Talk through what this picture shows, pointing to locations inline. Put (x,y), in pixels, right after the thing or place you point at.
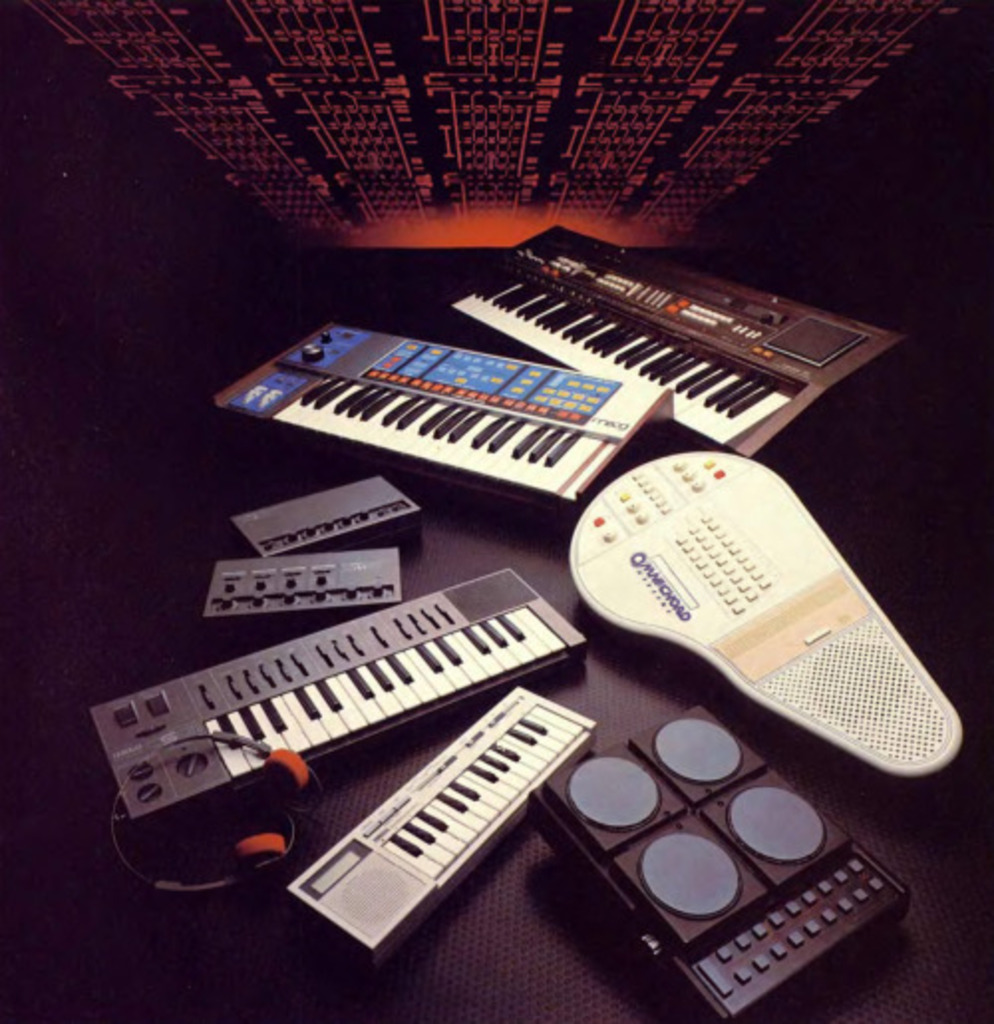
As we can see in the image there are musical keyboards (480,476), headset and a mini sound box (651,826).
